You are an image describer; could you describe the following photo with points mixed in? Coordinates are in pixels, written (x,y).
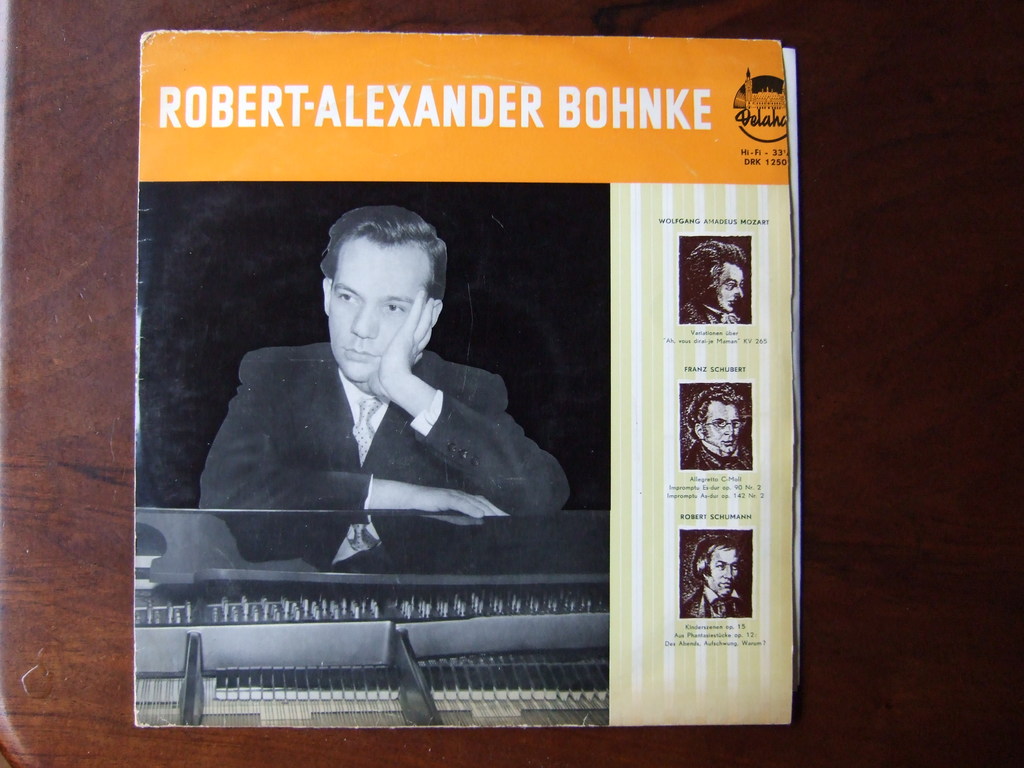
In this image I can see few persons (716,597) on the cover (747,517) of the record (612,723) and I can also see something is written on it and I can see the brown color background (109,48).
